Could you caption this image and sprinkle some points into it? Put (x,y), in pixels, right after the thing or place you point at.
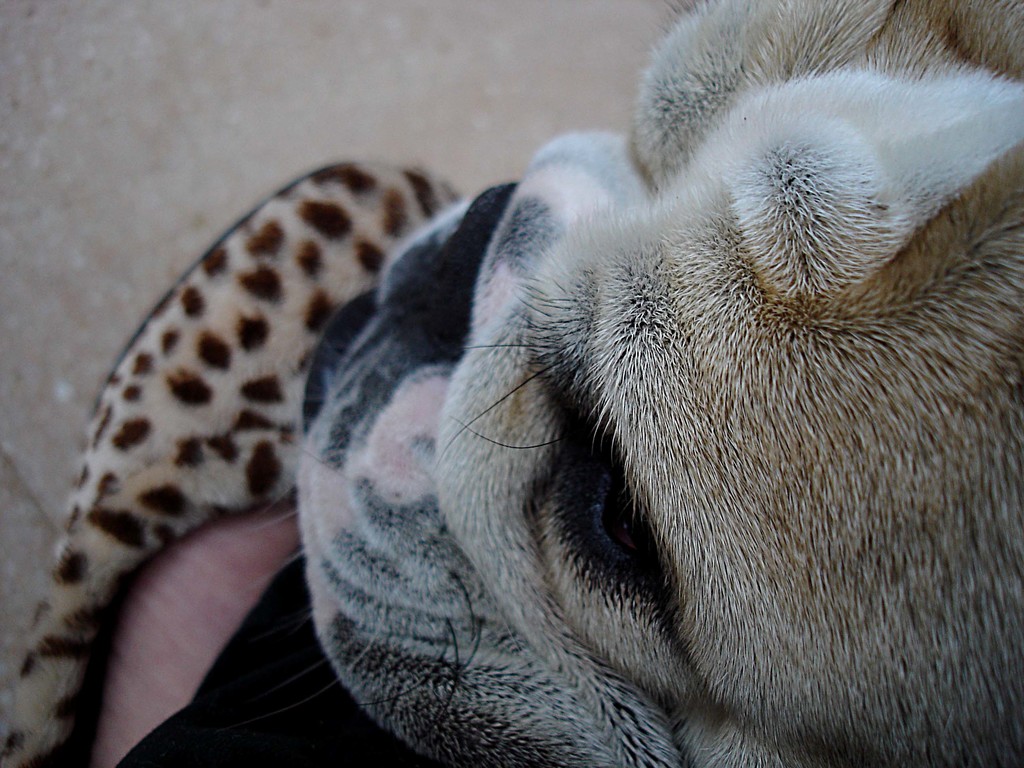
This image consists of an animal (775,462). It looks like a dog (421,514) is sitting. At the top (58,242), there is ground (127,161).
